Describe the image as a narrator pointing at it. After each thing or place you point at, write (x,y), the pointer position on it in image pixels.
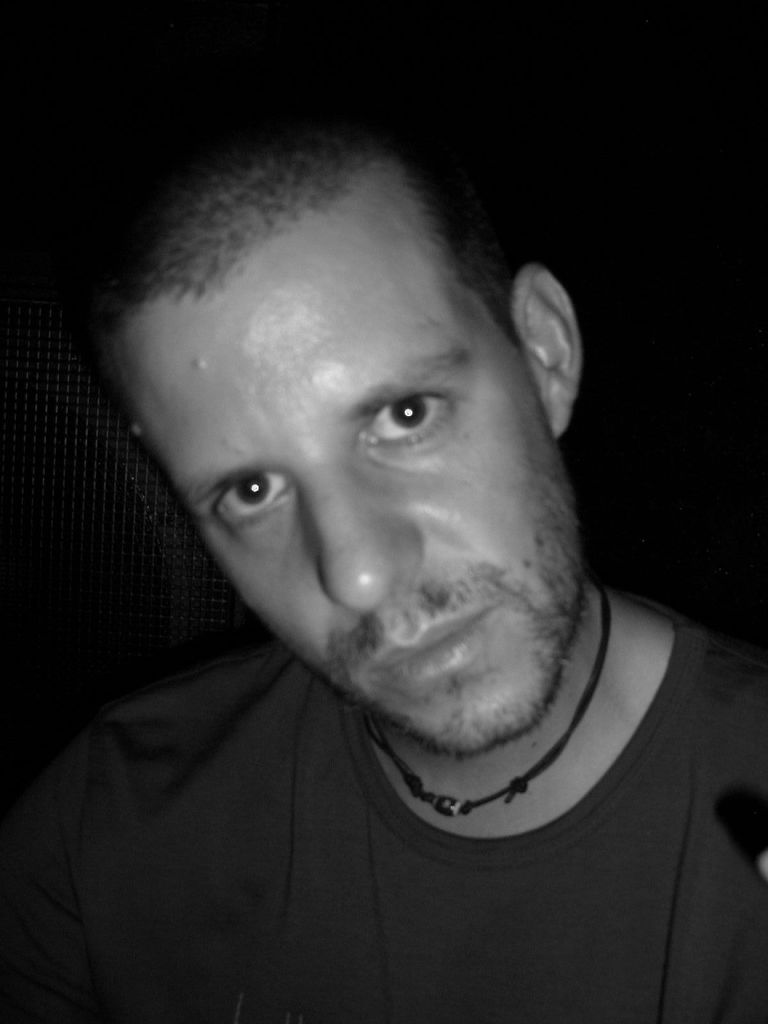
In this image we can see black and white picture of a person (298,634).
